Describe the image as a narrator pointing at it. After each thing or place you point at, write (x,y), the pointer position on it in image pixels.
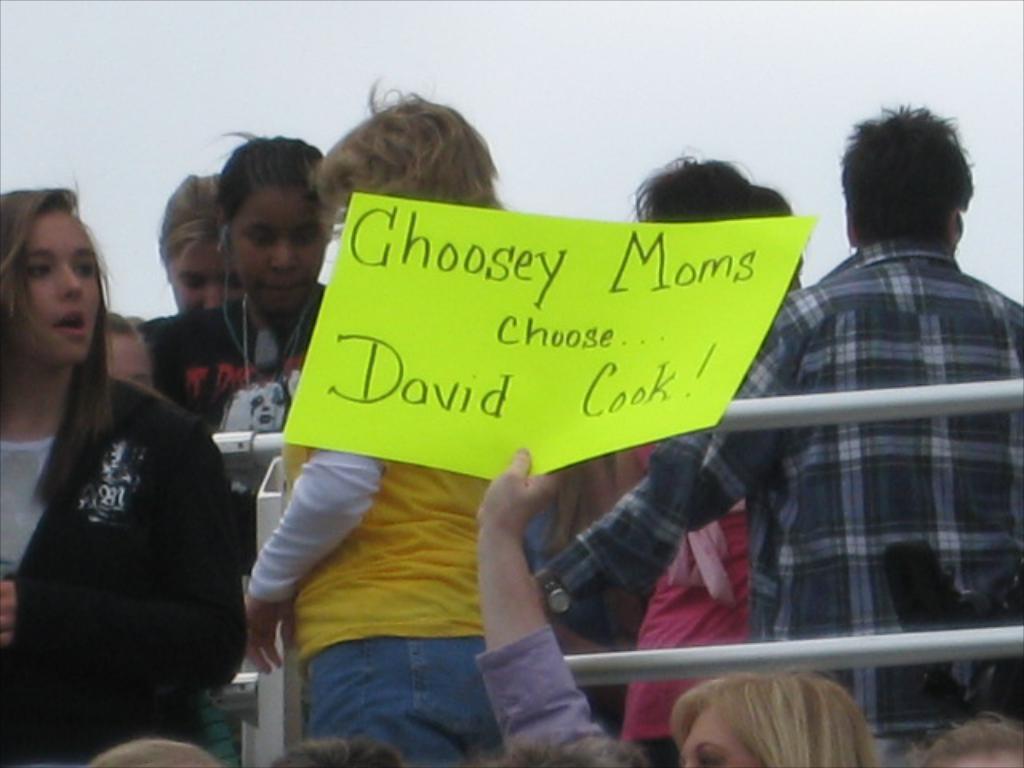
In this image there are people (545,567) standing. In the foreground (589,708) there is a woman (716,735) holding a placard (544,412) in her hand (506,482). There is text (499,402) on the placard (520,287). Behind her there is a railing (724,668). At the top (456,52) there is the sky (456,52).
